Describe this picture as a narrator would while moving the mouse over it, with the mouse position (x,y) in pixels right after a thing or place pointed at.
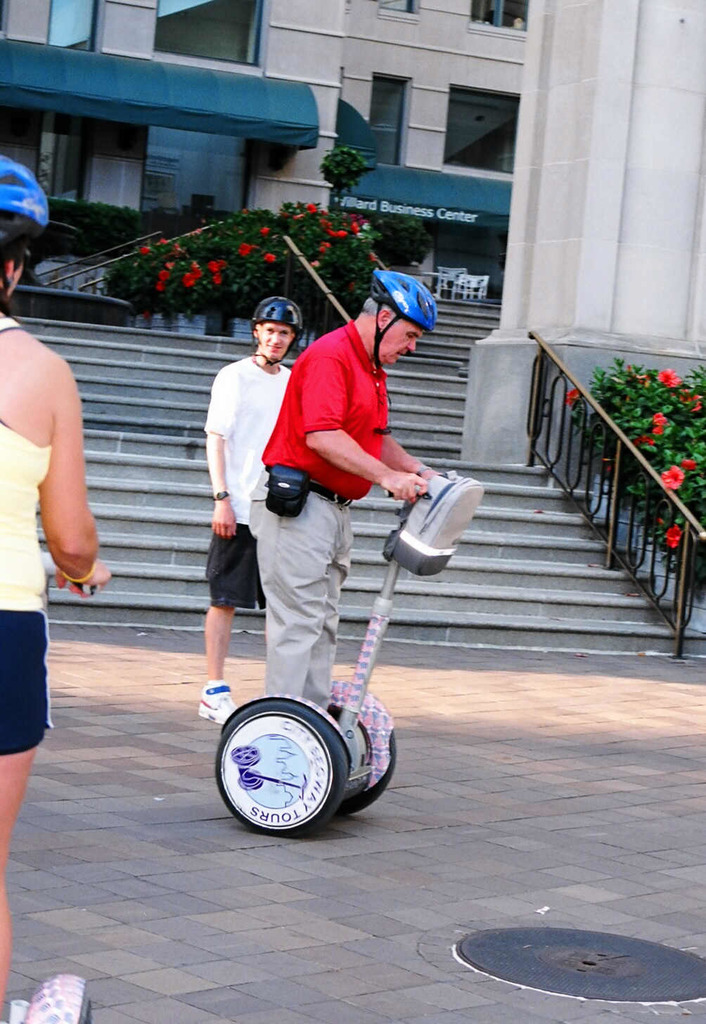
In this image we can see a person (301,569) on a segway (370,695). we can also see some people (217,648) standing beside him. On the backside (373,104) we can see a building (221,150) with windows (154,171), stairs (383,510) and some plants (281,284) beside the building (371,143).
